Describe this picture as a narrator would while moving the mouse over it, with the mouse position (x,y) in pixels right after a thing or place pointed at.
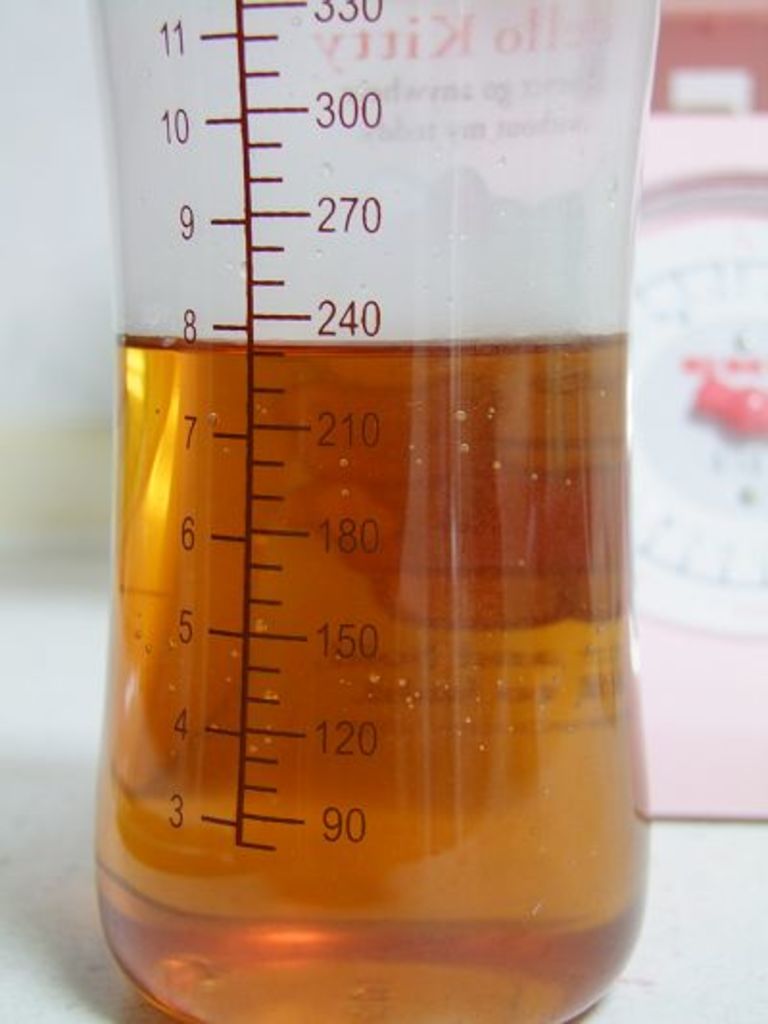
In this image, in the middle (310,482), we can see a bottle (317,103) with some drink (380,664). On the right side (690,171), we can see a clock (661,591).
